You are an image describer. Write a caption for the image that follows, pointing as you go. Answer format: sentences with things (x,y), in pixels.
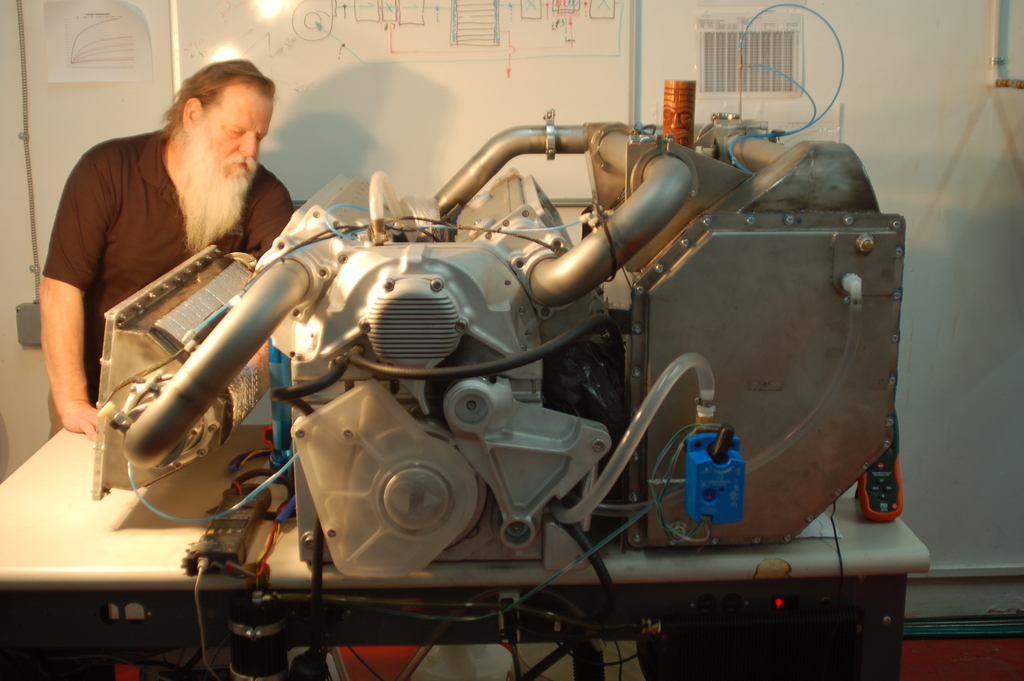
In the middle of the image (546,393) there is a machine tool (370,390) placed on a table (96,544). At the bottom (601,649) there are few cables (316,652). On the left side (124,195) there is a man (100,244) standing beside the table (65,490). In the background (410,45) there is a board (534,95) attached to the wall (655,51). On the board (442,42), I can see some drawings (437,20) and also there are few posters (736,50) attached to the wall (910,35).
